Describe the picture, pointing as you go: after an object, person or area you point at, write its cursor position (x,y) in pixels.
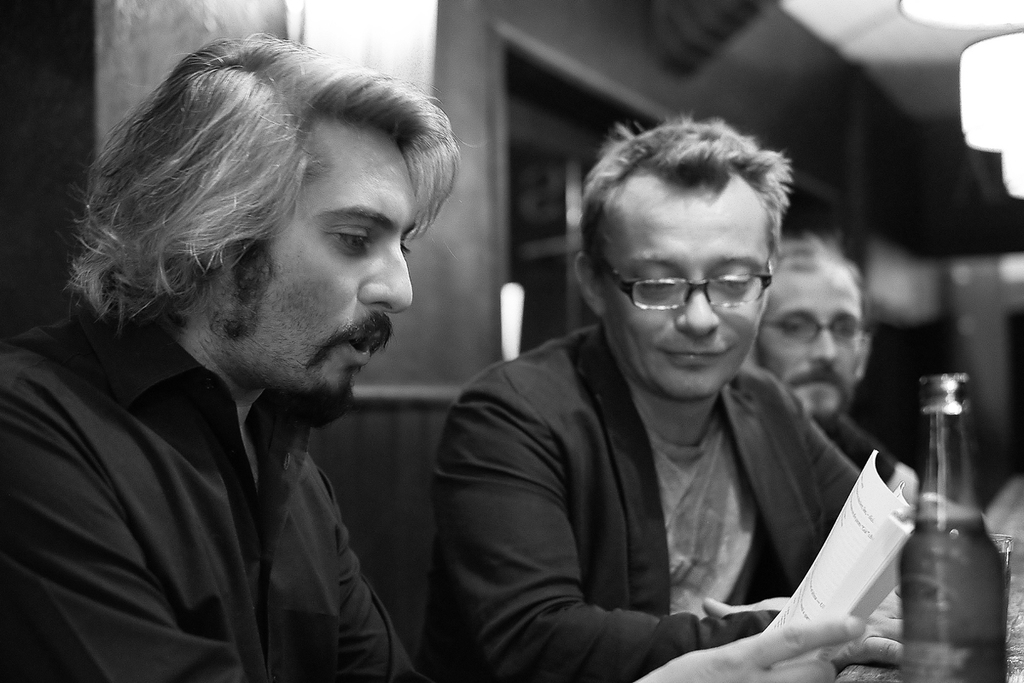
In this picture we can see three men (631,371) sitting and one is holding paper (858,593) in his hand (848,623) and in front of them we can see bottle (977,508), glass (996,544) and in background (870,220) we can see wall (484,181).
